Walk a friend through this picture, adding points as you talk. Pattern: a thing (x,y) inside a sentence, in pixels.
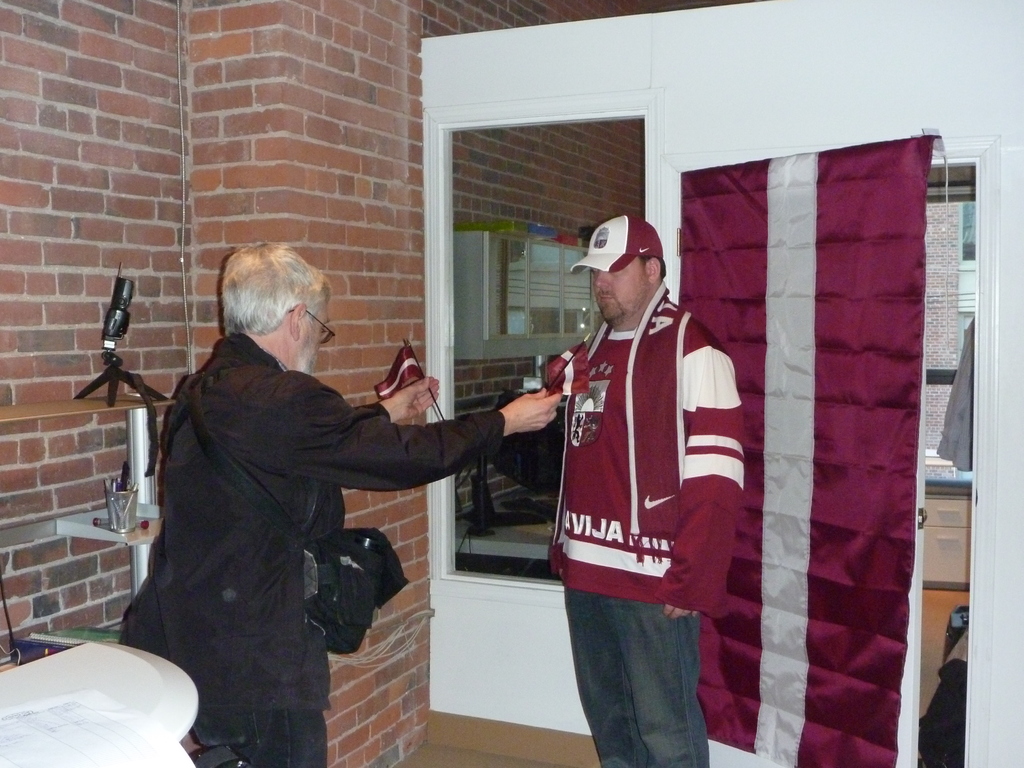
In this picture, we see two men (400,488). The man (296,502) on the left side of the picture (211,608) wearing black shirt (262,418) is holding two flags (407,375) in his hand (507,415). In front of him, the man (570,455) in red t-shirt (595,471) is standing. Behind him, we see a red color sheet (779,489) and beside that, we see a white wall (812,132) and window (955,364) from which we can see the building (951,311). Behind them, we see a wall (314,176) which is made up of red colored bricks (389,243). In the left bottom of the picture (117,646), we see a white table (127,691) on which paper (40,739) is placed.
